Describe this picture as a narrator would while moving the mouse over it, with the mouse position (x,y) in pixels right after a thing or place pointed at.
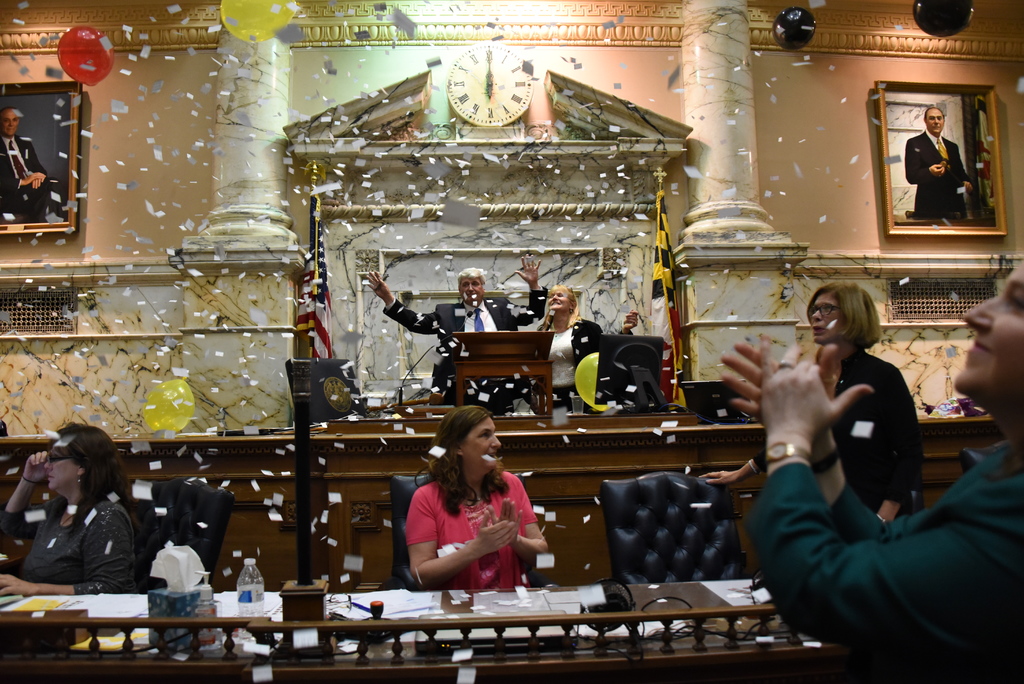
In this image i can see three women (451,509) two women (100,511) are sitting and one women (894,418) is standing at front (978,552) i can see the other person (981,569) standing, there are few papers (488,609), bottle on a table (300,636) at the back ground (481,316) i can see a man (500,320) and a woman (565,326) standing in front of a podium (525,348) holding a micro phone (545,328) there is a clock (516,62), a pillar (709,115) and a frame (890,126) attached to a wall (823,164).
